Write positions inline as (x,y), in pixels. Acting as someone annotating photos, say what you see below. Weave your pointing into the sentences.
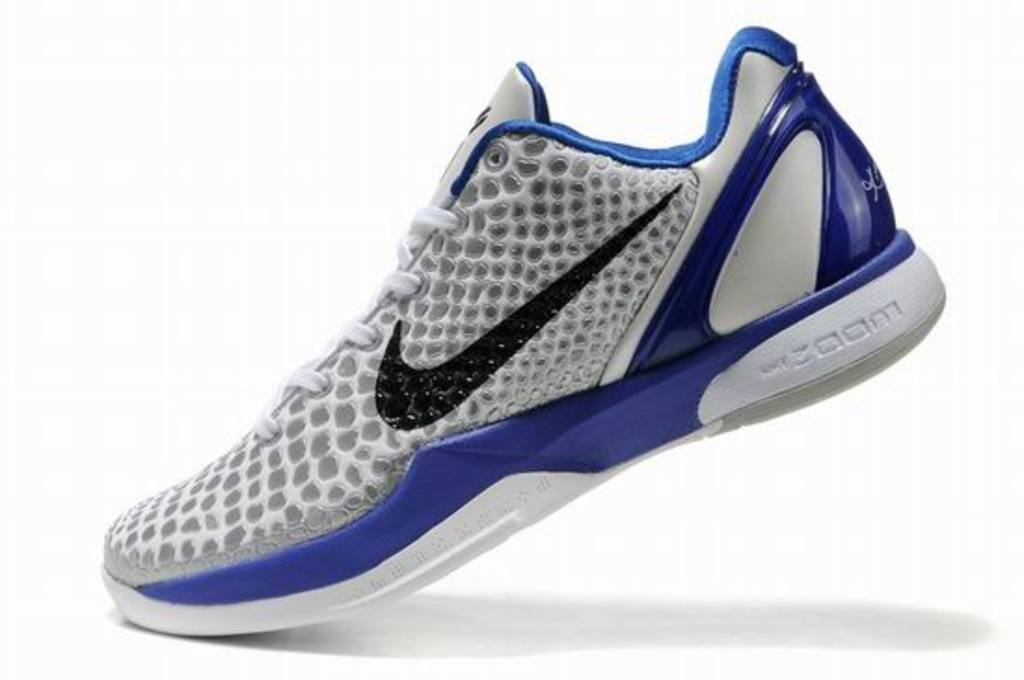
There is a white and blue color shoe (456,402) on a white surface (462,612). In the background (672,41) it is white.
